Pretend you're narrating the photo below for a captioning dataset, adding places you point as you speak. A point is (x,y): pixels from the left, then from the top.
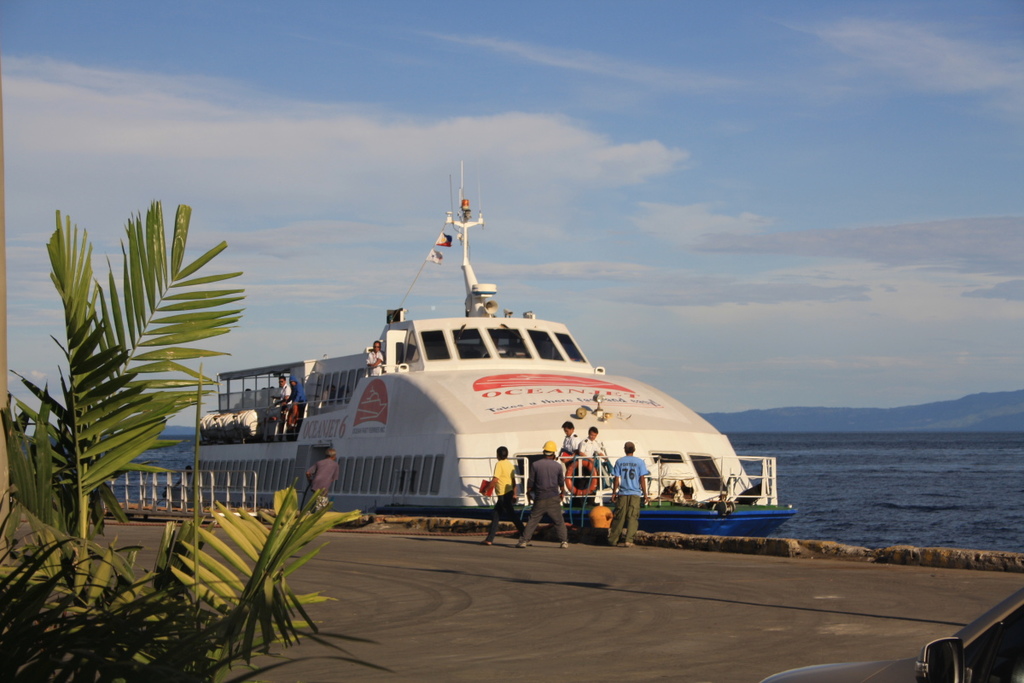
In this picture I can observe a ship (462,385) floating on the water (840,489). There are some people (500,497) on the land (429,559). On the left side (148,385) I can observe some plants (99,472). In the background (785,460) there is an ocean (866,461) and some clouds (456,135) in the sky (637,166).
